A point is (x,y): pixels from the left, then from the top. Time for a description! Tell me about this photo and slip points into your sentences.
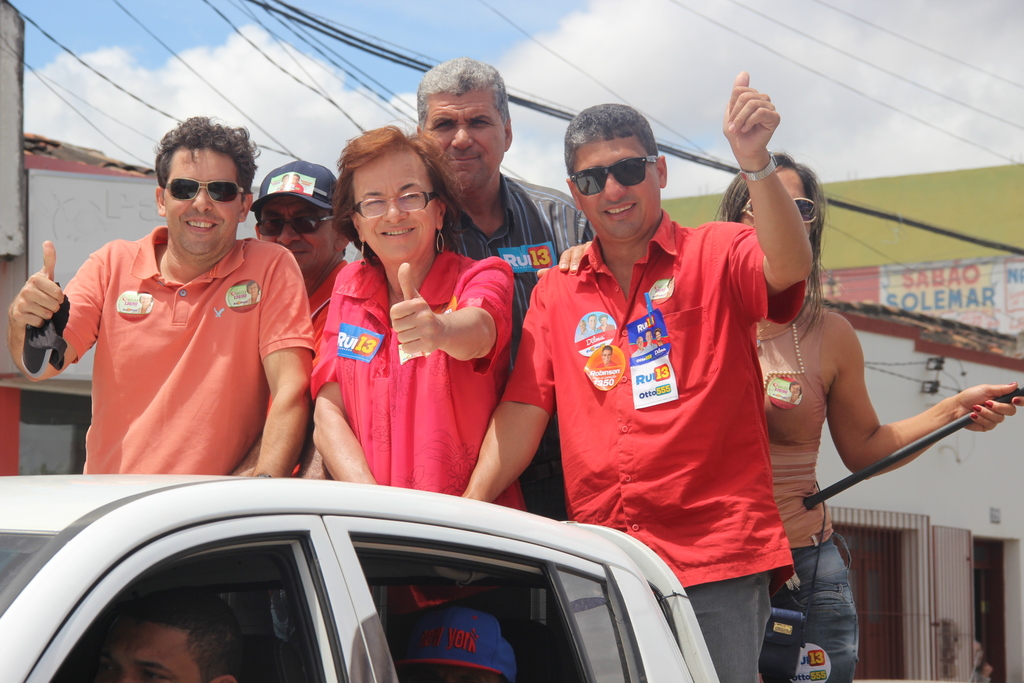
in the picture we can see a set of people (627,278) standing in a car trolley (239,619), in the car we can also see some people (226,669) in it, the people (184,256) who are standing in the front (627,292) row are wearing a red T-shirts (579,277), and the person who is standing behind is wearing a cap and one woman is also standing with them. in the background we can also see some wires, buildings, sky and clouds (302,119).
